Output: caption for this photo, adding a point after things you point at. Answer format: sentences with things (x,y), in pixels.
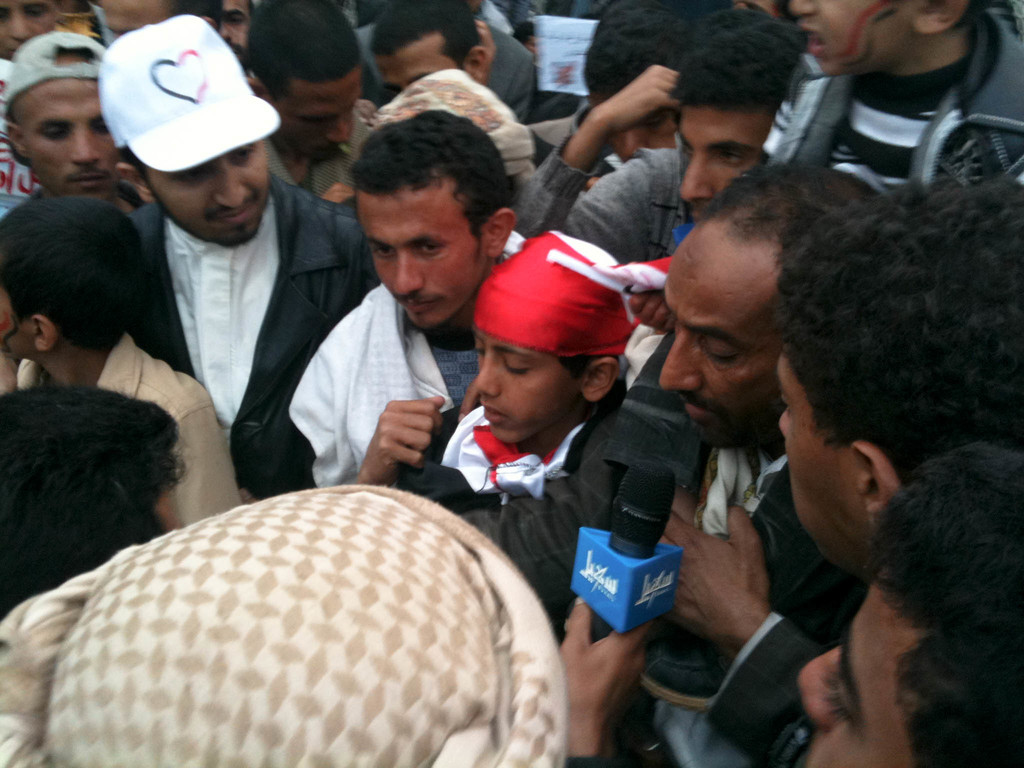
In this picture we can see some people (462,423) are standing, a person (617,704) in the front (623,677) is holding a microphone (640,592), two persons (230,213) on the left side (119,155) are wearing caps (182,152).
